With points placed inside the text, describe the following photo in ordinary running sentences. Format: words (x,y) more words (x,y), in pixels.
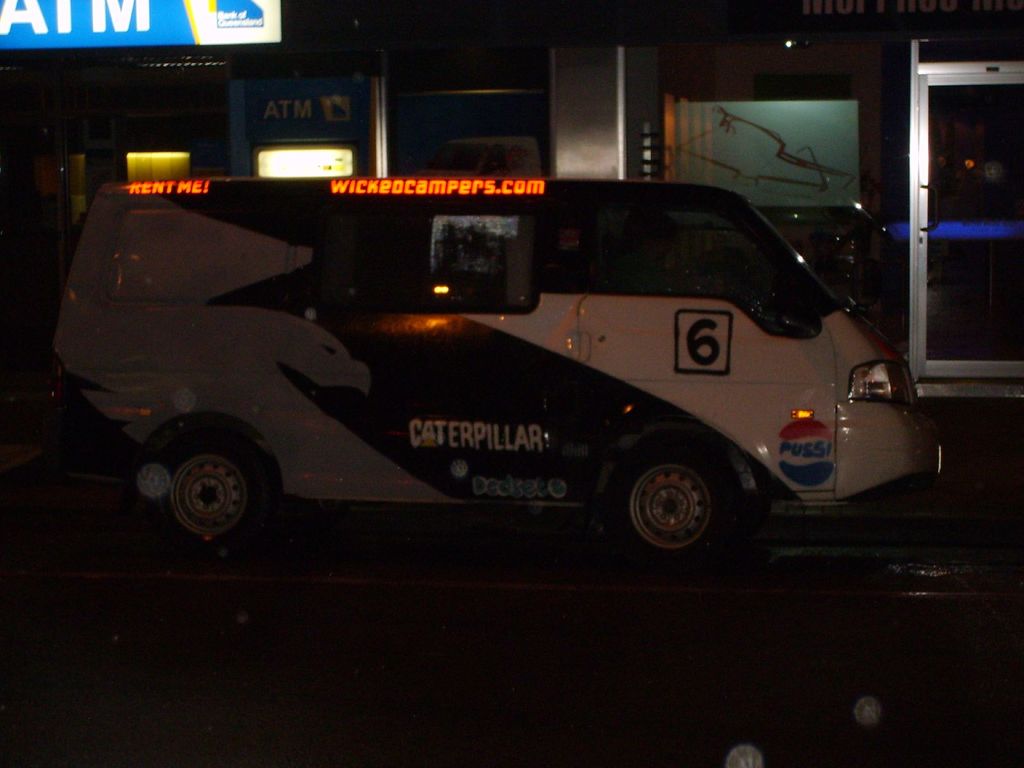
In the center of the image (565,435) we can see a vehicle (638,475) with some text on it. In the background (716,29) there is a wall (578,47), lights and a few other objects (967,89).
